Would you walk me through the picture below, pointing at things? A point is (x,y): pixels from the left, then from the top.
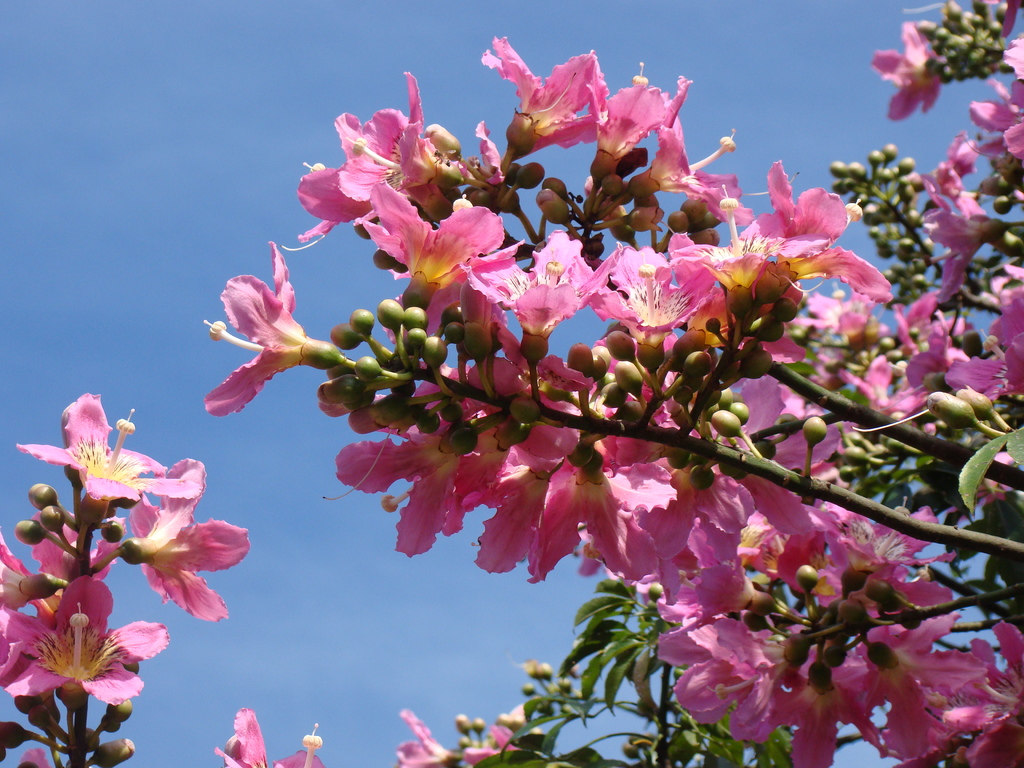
In this image in the front (446,527) there are flowers (449,518) which are pink in colour and there are leaves (607,676) and there are small buds (20,532) on the branch (455,380) of the flower plants (580,406).
